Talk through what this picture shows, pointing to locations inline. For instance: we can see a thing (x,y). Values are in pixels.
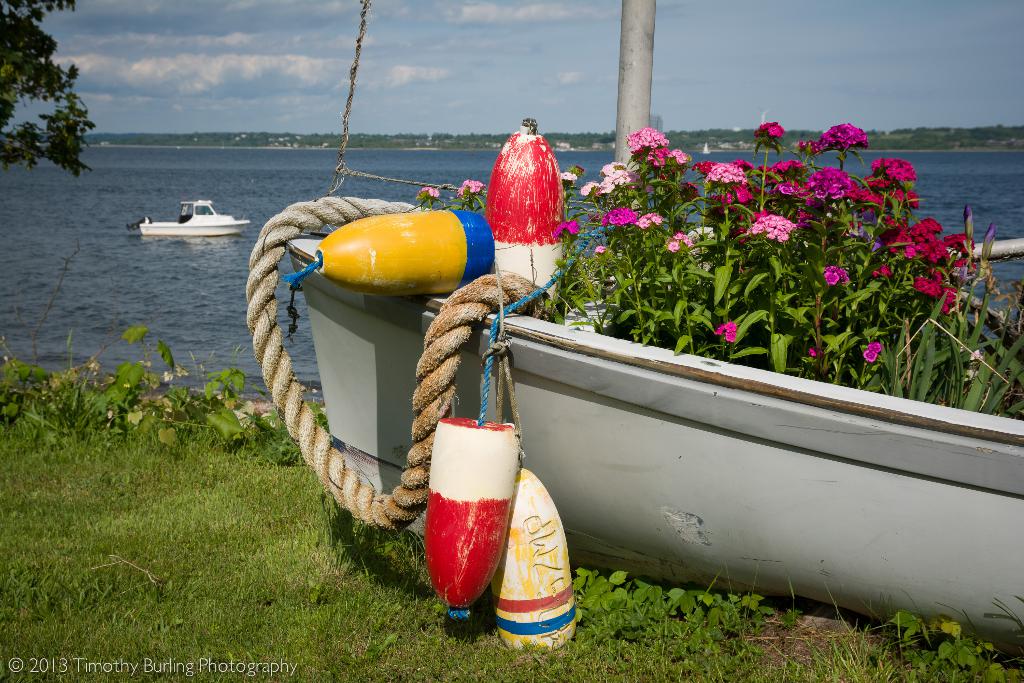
As we can see in the image there is grass (133,550), boats (979,534), tree (57,144), water (200,166), sky (349,58), clouds (166,48), rope (258,342), plants (585,261) and flowers (775,222).
